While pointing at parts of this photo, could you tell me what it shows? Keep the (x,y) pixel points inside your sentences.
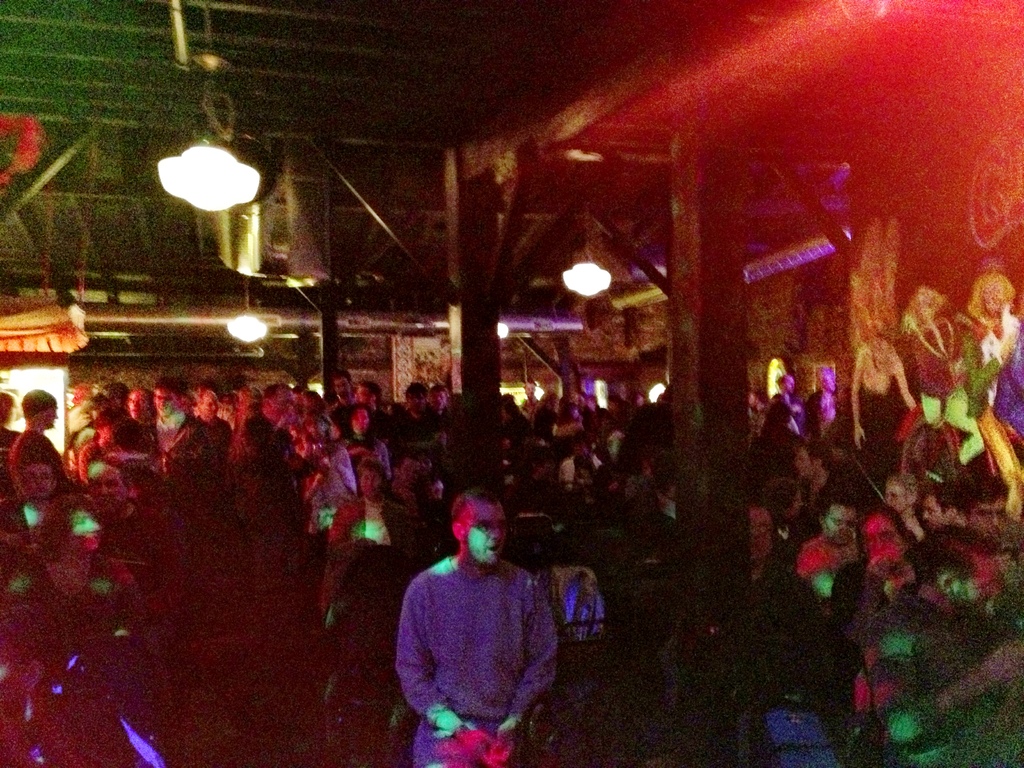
In this picture we can see many people (17,671). There is a painting (876,441) of few people (1020,331) on the right side (869,254). We can see some lights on top (216,156). There is a stall (17,381) in the background (19,406).
